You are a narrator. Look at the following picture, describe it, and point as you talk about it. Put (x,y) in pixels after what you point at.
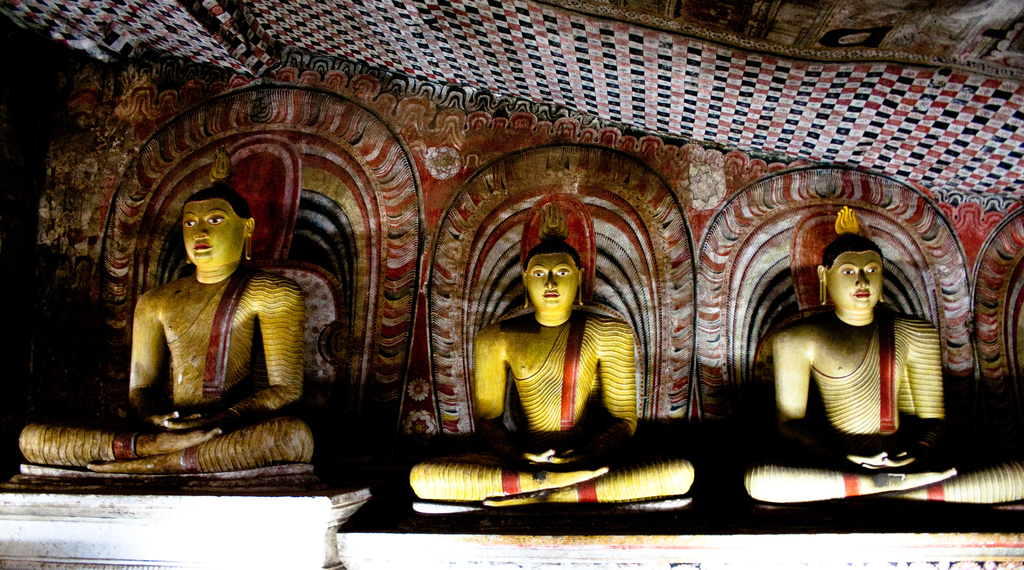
In this picture we can see three statues (878,372), it looks like a cloth (709,127) at the top of the picture (717,91).
